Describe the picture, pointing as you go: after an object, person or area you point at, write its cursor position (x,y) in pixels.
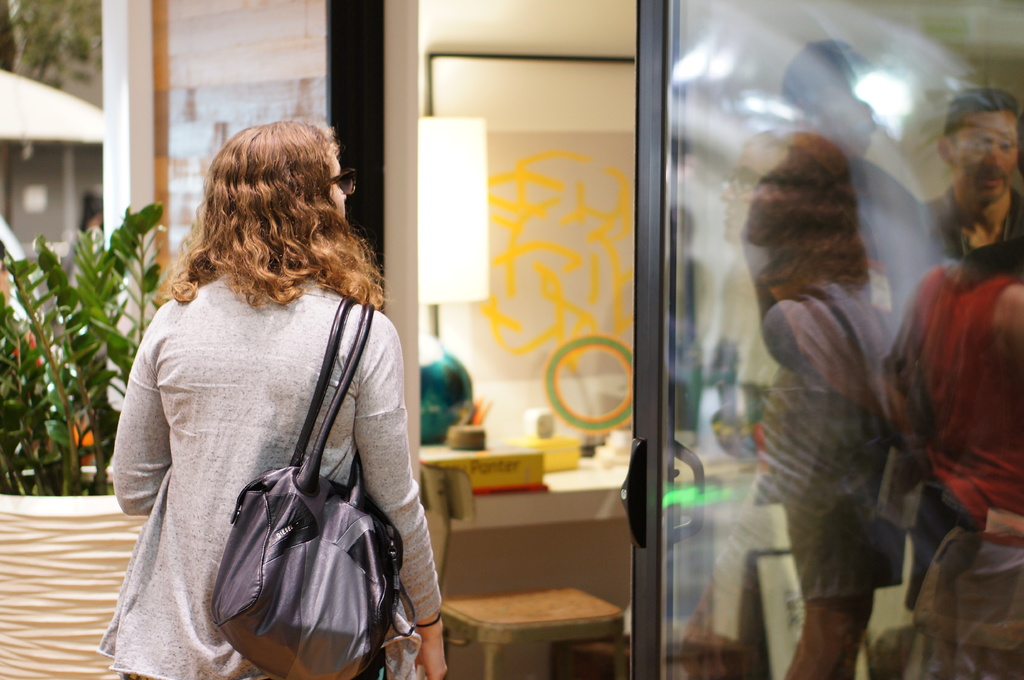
This person (202,444) standing and wear bag (248,526). We can see chair (451,491), objects (482,490) on the table (489,502), wall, plant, glass door (927,324), from this glass door (787,385) we can see persons (817,221).
